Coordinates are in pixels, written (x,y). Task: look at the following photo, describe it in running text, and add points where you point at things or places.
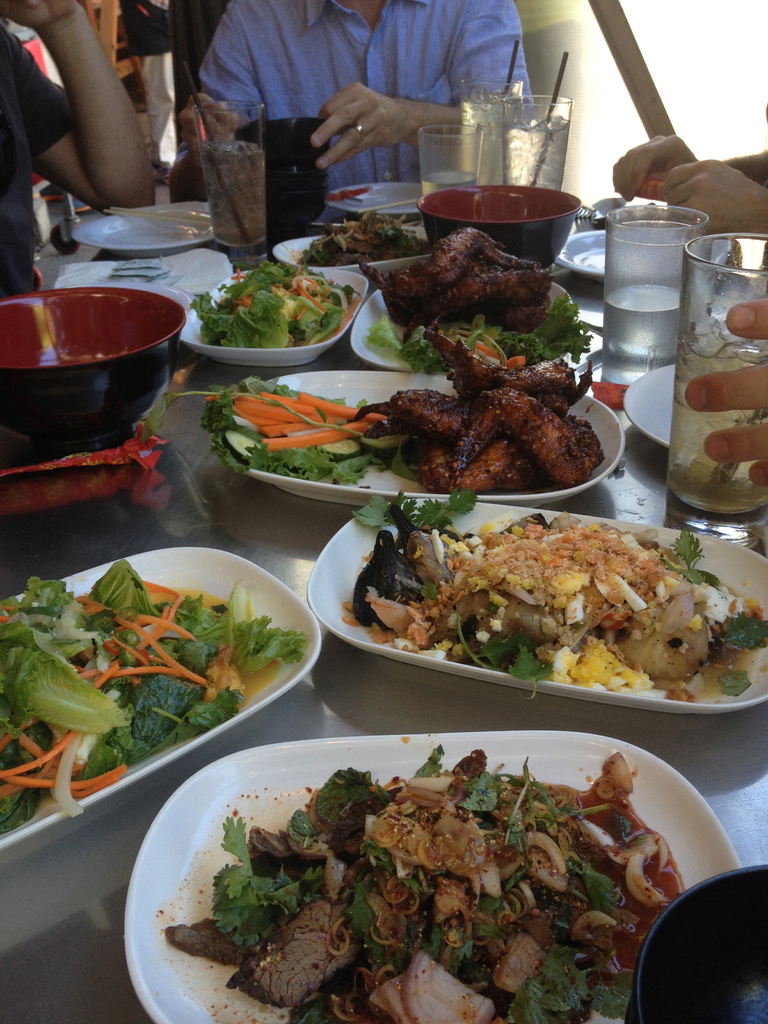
In this image in the center (476,450) there are foods (289,953) on the table (270,510) which are on the plates (357,575) which is white in colour and there is spoon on the table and there are glasses (731,355), there are bowls (121,405) and there are persons (48,109).
